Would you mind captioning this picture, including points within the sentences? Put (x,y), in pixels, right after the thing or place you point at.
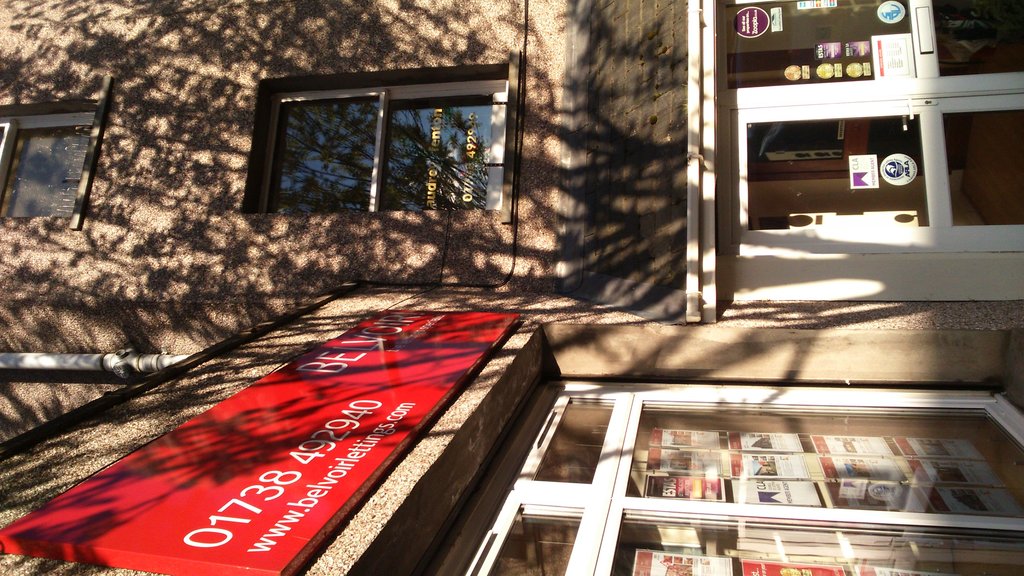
In this image we can see a building (483,137) with windows (734,528) and doors (813,64) and a sign board (368,459) with some text (297,515) on it.
